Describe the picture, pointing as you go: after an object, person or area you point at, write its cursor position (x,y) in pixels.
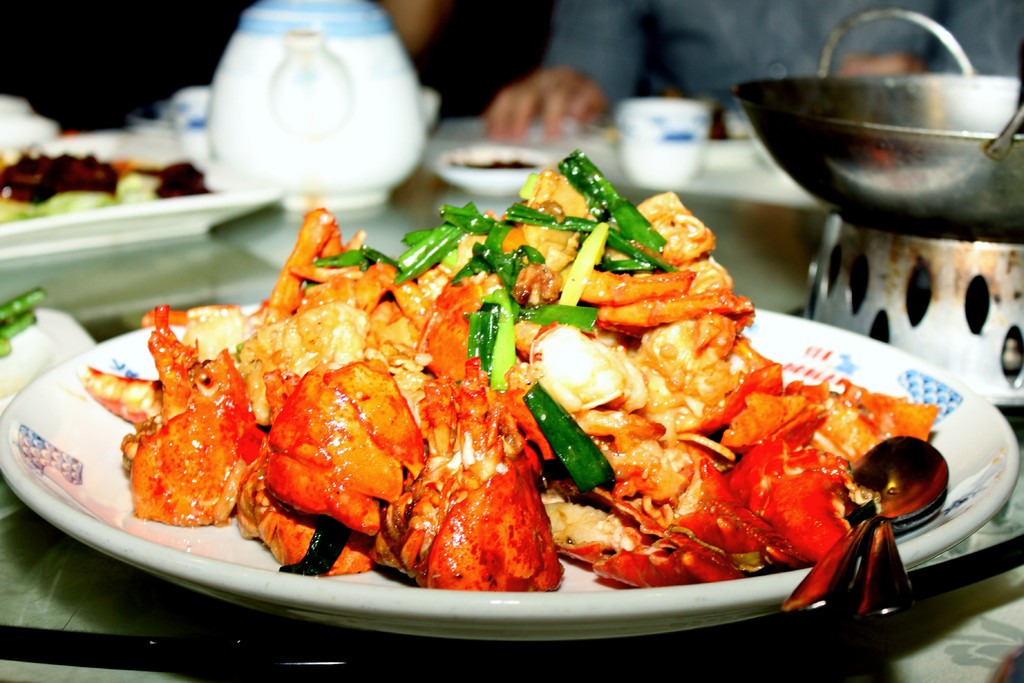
This is a plate (476,614), which contains food (491,499) in it. I can see two spoons (917,520) placed on the plate (589,572). This looks like a karahi (870,131), kettle (362,144), plates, cup (685,142) are placed on the table (392,198). In the background (601,33), I can see a person (653,30).
